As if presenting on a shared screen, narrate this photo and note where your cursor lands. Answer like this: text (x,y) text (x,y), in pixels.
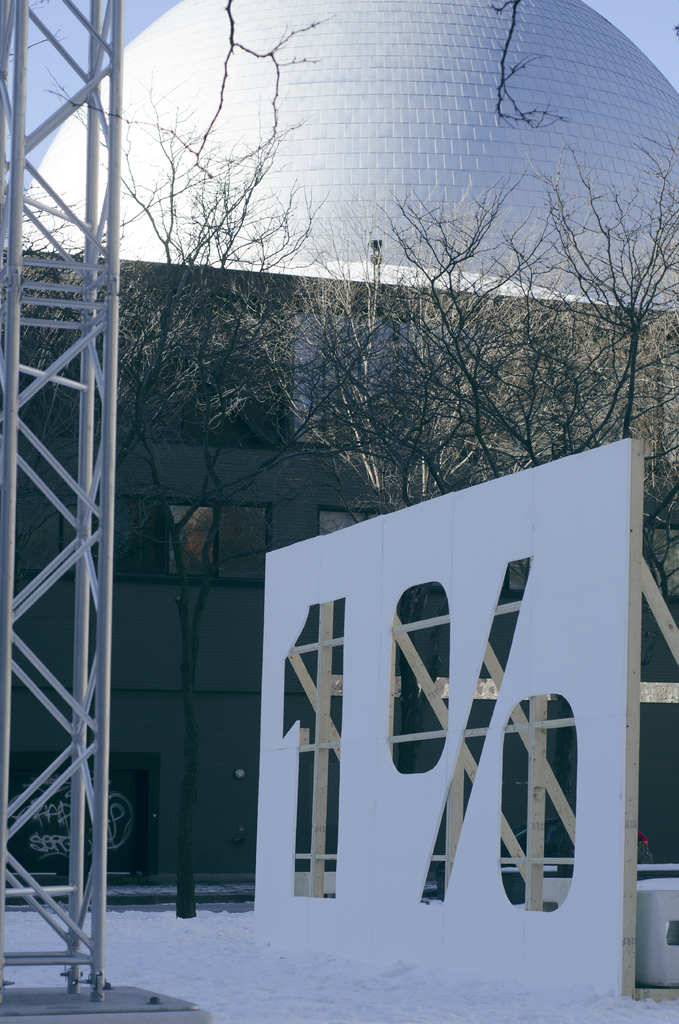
In this picture I can see a building (320,222) and few trees (492,438) and snow (298,964) on the ground (185,923) and I can see a clear sky (664,53) and a pole (11,567) on the side.
